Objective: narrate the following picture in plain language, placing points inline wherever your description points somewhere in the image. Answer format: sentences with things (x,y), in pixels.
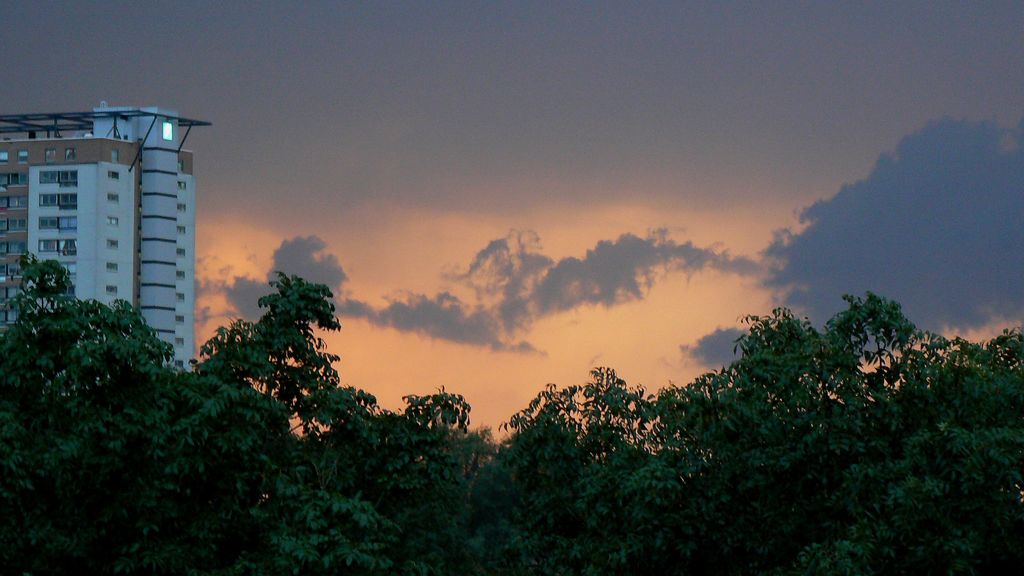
In this image we can see there are trees (171,382), building (156,237) and sky (347,219).
